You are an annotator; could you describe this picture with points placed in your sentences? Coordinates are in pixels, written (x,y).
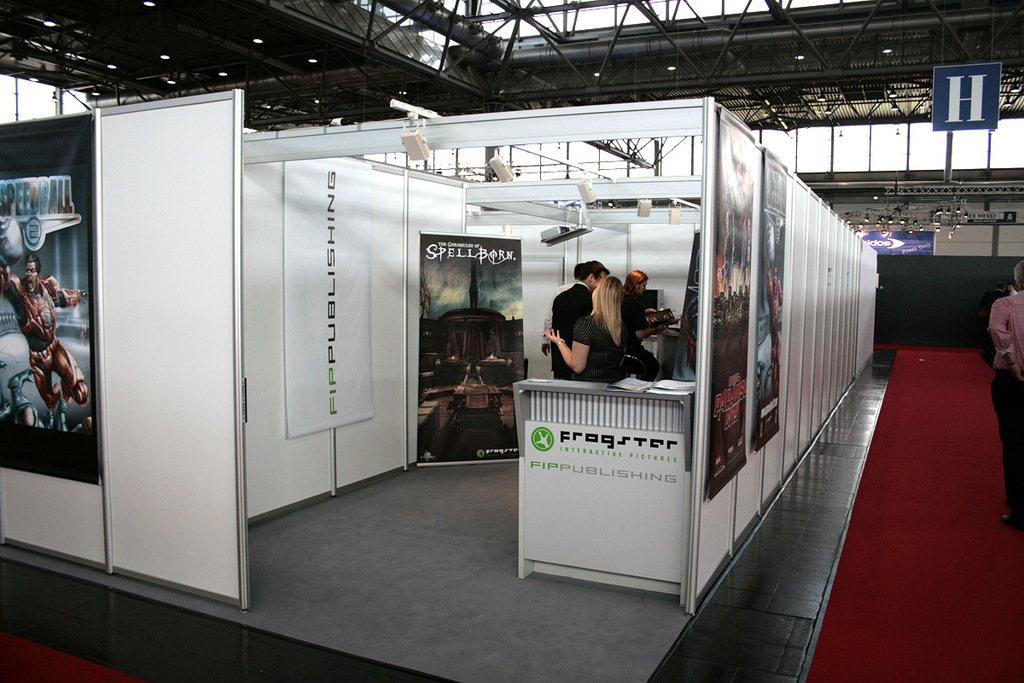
In this picture there are few persons (604,321) and there is a white color object (553,265) around them.
